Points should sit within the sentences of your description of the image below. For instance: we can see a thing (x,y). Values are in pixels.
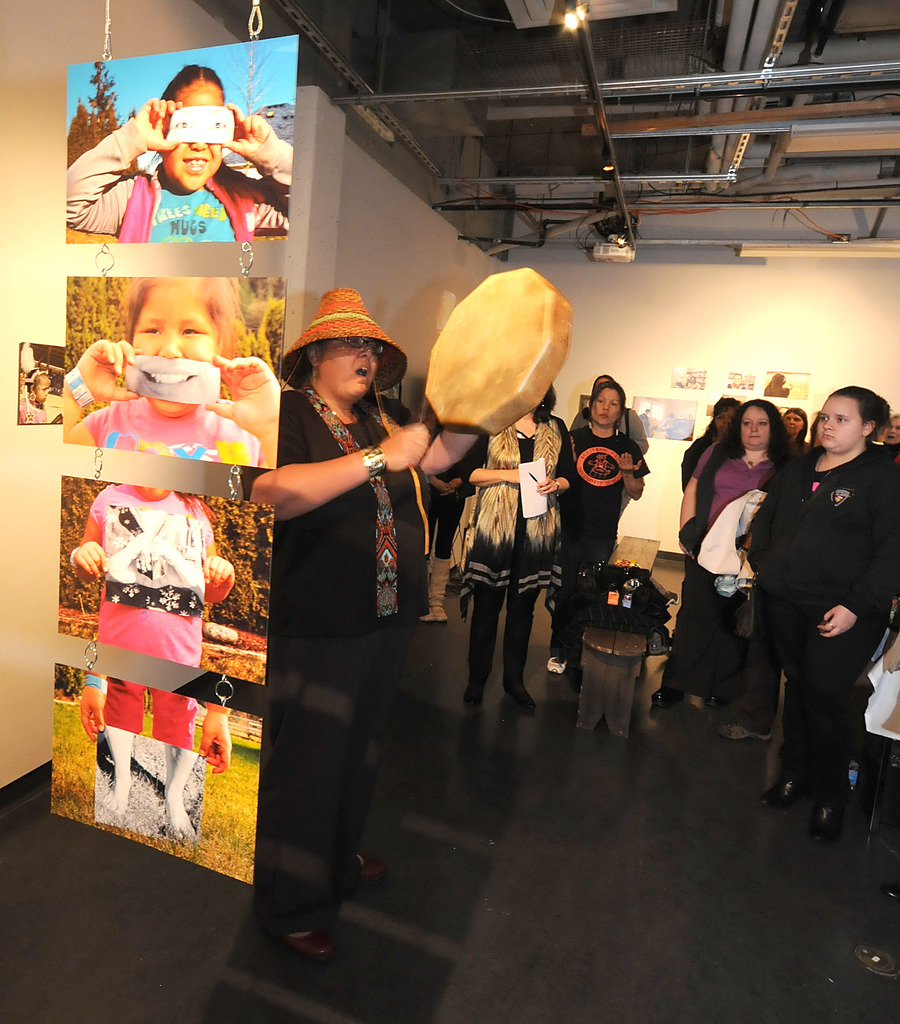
In this picture we can see a group of women (701,489) standing in the hall (633,720). In the front (398,488) we can see a woman (403,462), standing and holding the drum (531,382) in the hand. On the left corner (183,723) we can see some hanging photo posters (230,389). On the top (576,138) we can see iron frames (571,195) on the ceiling (556,147).
